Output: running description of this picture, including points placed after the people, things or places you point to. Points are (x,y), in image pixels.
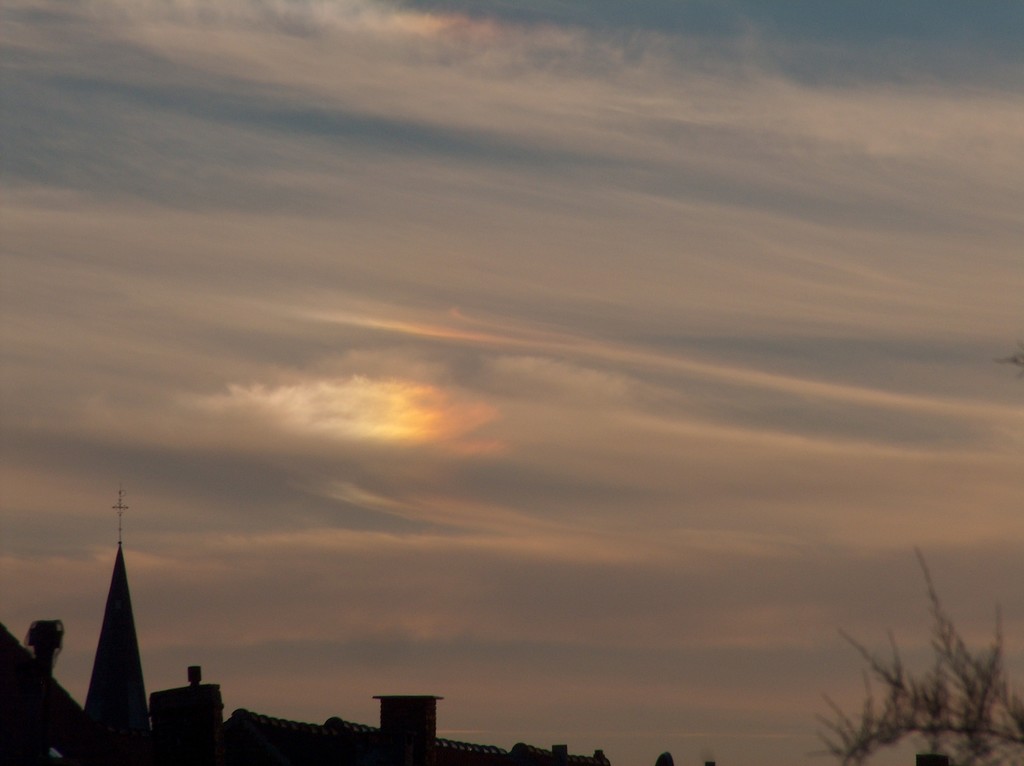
In this image we can see one church (109,700), some houses (105,750), one tree (930,730), one cross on the top of the church (118,557) and at the top (624,122) there is the cloudy sky (436,441).
